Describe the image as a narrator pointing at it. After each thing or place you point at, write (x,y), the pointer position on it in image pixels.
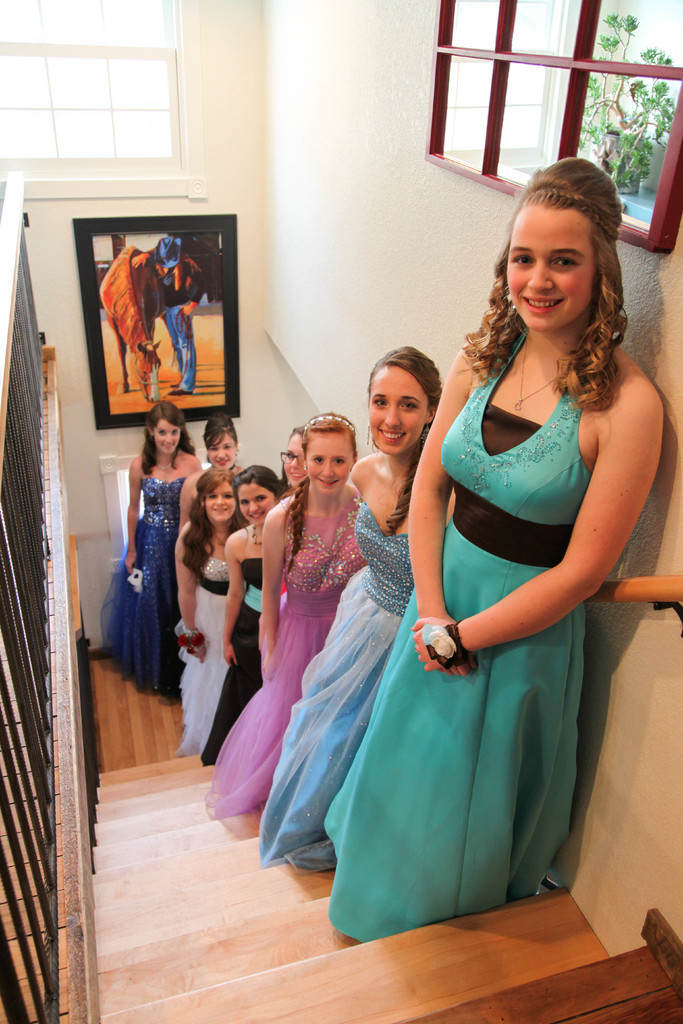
In this image we can see some women (282,555) standing on the stairs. On the backside (285,373) we can see a photo frame (136,241), windows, a plant (640,134) beside the window (681,83) and a wall (486,253).
